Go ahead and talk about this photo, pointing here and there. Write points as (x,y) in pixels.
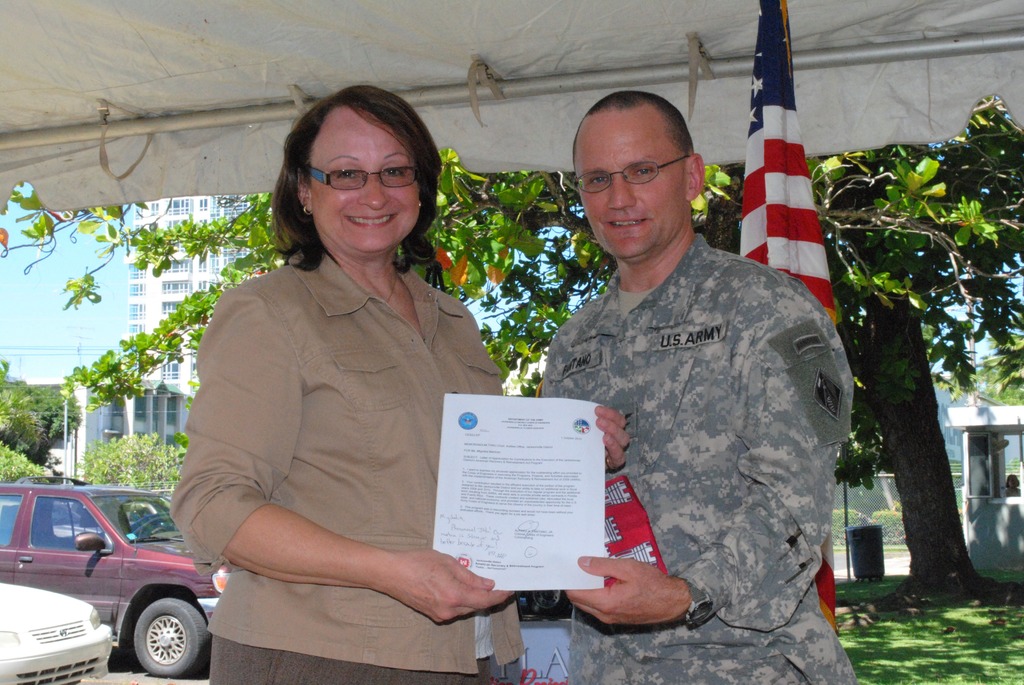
In this image on the right (814,365), there is a man (662,383), he wears a shirt (686,381), watch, he is holding a paper (566,507). On the left (337,470) there is a woman (363,438), she wears a shirt (365,475), trouser (342,683), she is holding a paper (467,504), she is smiling. In the background (82,563) there are vehicles (71,587), trees (479,217), flags (779,194), buildings (965,490), people (1016,488), dustbin (872,540), grass (935,622), cables (95,347), sky (36,304). At the top (206,67) there is a tent (159,76).
